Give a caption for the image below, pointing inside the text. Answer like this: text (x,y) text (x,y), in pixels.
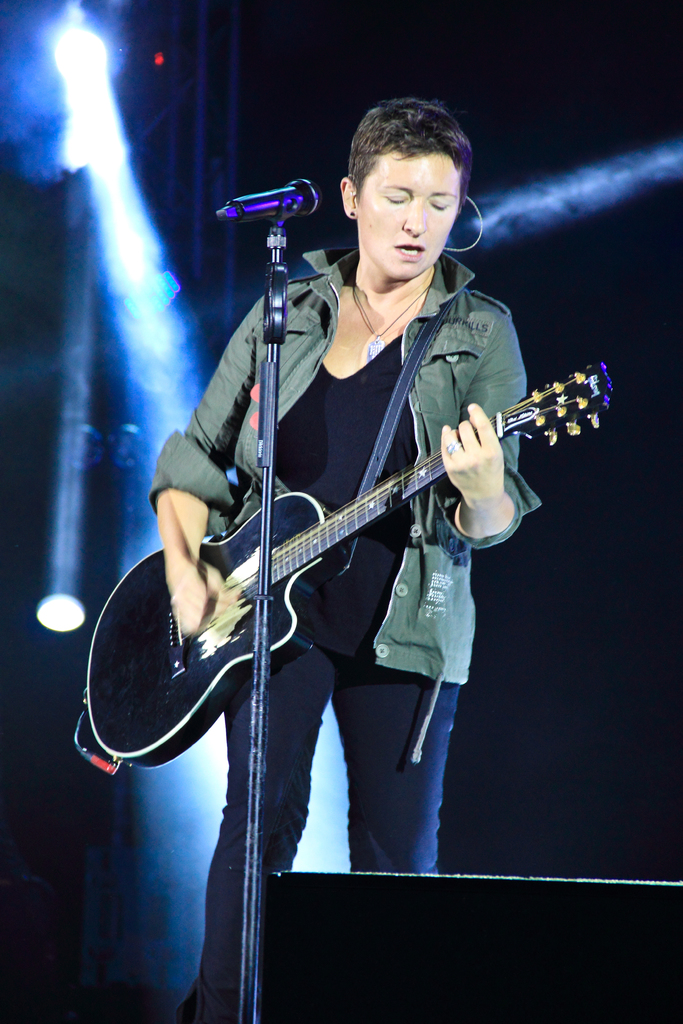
In this image there is a woman (409,284) playing a musical instrument (242,579), in front of a mike (297,197) in the background (174,300) there is a light (170,287).
